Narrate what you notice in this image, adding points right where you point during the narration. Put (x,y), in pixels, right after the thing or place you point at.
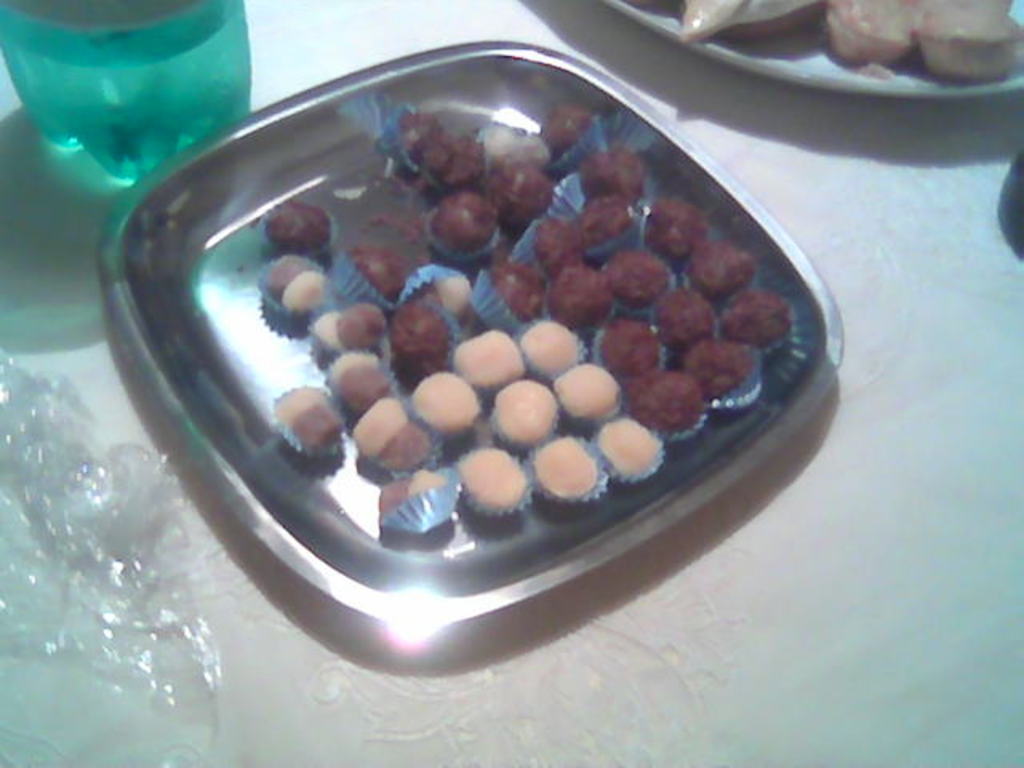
This image consists of plates (582,570). It looks like there are chocolates (322,285) or sweets (275,242) kept on a plate (517,549). On the left (114,98), there is a bottle (170,64). On the right (884,71), we can see another plate (877,89). At the bottom (739,661), there is a table (542,667) in white color.
